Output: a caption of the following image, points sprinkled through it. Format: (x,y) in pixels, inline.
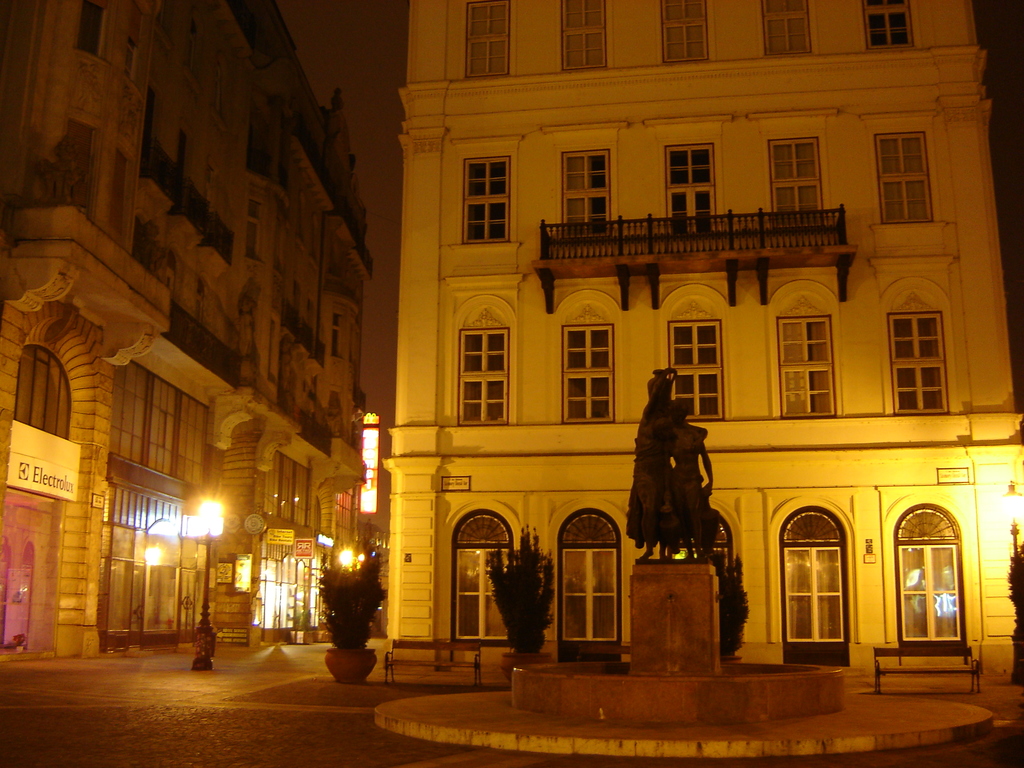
In the center of the image (526,272) there are buildings (688,390). At the bottom (695,558) we can see a statue (674,554) and a pedestal (657,577). There are bushes (537,617). In the background (196,644) we can see poles (207,543) and lights (217,527).
